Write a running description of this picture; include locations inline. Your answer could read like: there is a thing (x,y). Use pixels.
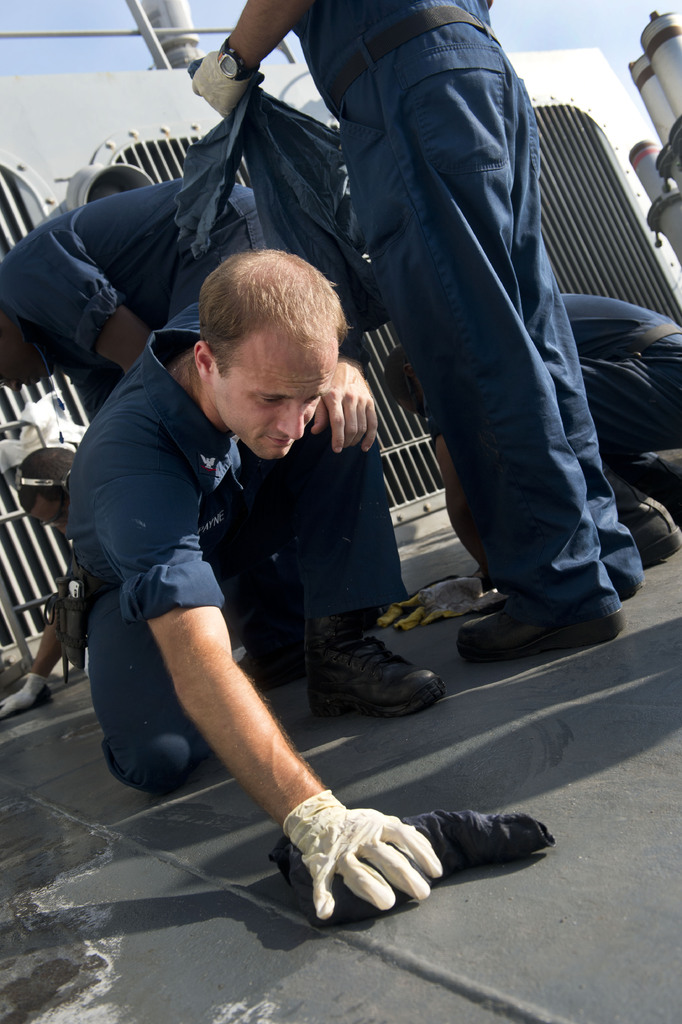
In the image in the center (231,492) we can see five persons (334,336). And we can see one person (516,276) was standing and four persons (635,455) were kneeling and they were holding some objects (237,87). In the background (56,59) there is a sky (148,60), building (78,107), wall (43,104), poles (663,68), cloth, fence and few other objects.
